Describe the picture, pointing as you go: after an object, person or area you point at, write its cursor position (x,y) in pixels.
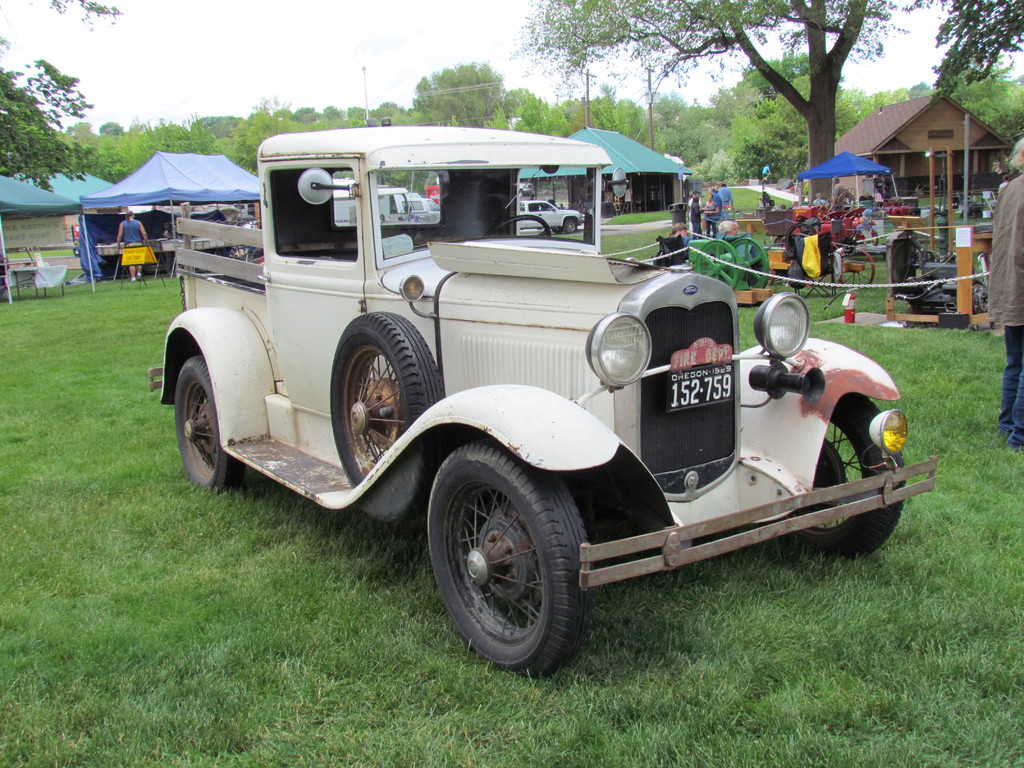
In this image there is a car (497,546), and in the background (204,174) there are stalls (171,218), tents (204,196) with the poles (965,162), group of people (1020,224) standing, trees (286,128), grass (1019,473), house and sky (251,52).
